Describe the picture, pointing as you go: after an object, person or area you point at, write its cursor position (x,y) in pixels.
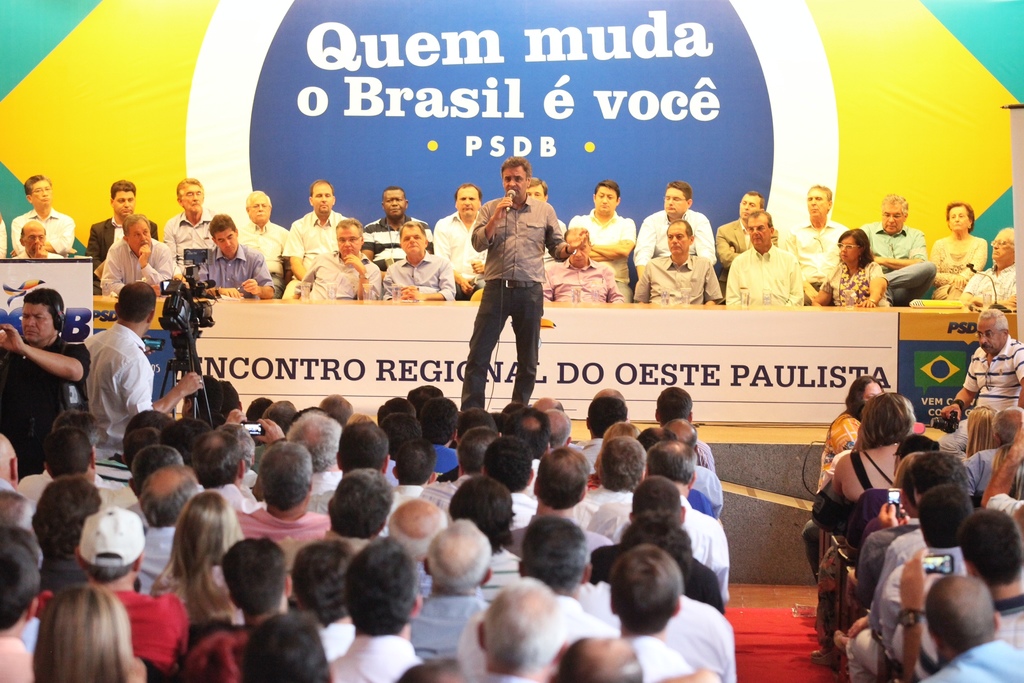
In the center of the image (450,404) we can see two persons (51,313) are standing and a few people (604,430) are sitting on the chairs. Among them, we can see a few people (93,395) are holding some objects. In the background (745,451), we can see one stage (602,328) and banner (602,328). On the stage (745,451), we can see one person (493,326) is standing and a few people (439,285) are sitting. Among them, we can see one person (520,326) is holding a microphone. And in front of them, we can see one object (782,317) with a banner (774,376). On that object (788,381), we can see a microphone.
